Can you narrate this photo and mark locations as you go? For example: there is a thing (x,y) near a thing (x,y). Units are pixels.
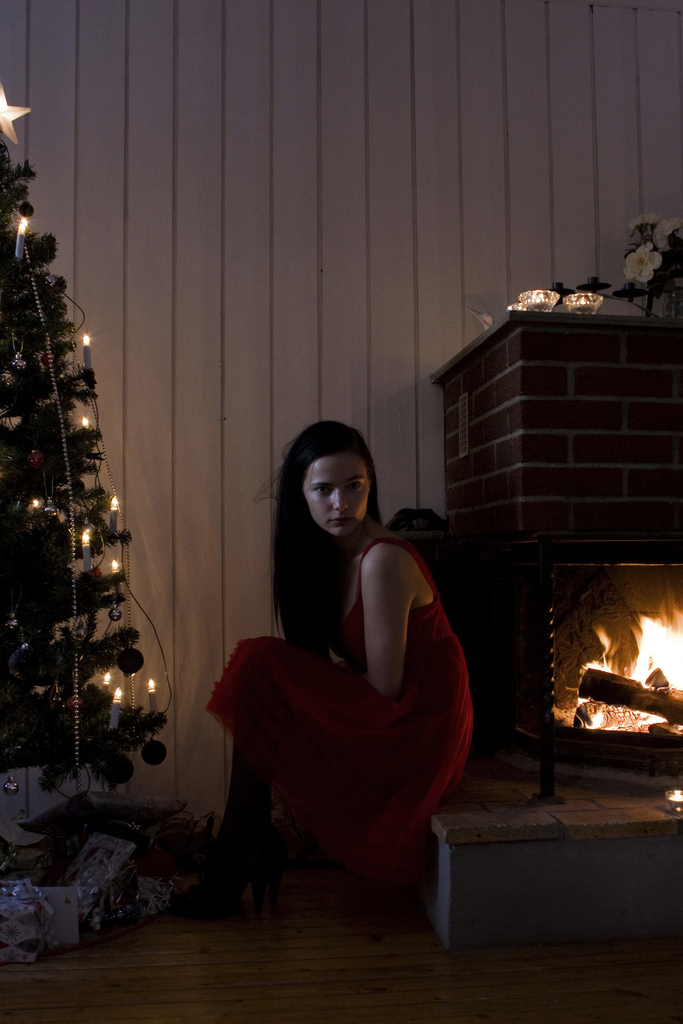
In this picture, there is a woman (283,568) sitting, in front of her we can see Christmas tree (71,385) with decorative items (117,722) and few objects (108,853), behind her we can see fire (603,719) in fire place (599,630) and we can see flowers (681,270) and glasses (547,308) on the platform (573,313). In the background of the image (429,207) it is white.
